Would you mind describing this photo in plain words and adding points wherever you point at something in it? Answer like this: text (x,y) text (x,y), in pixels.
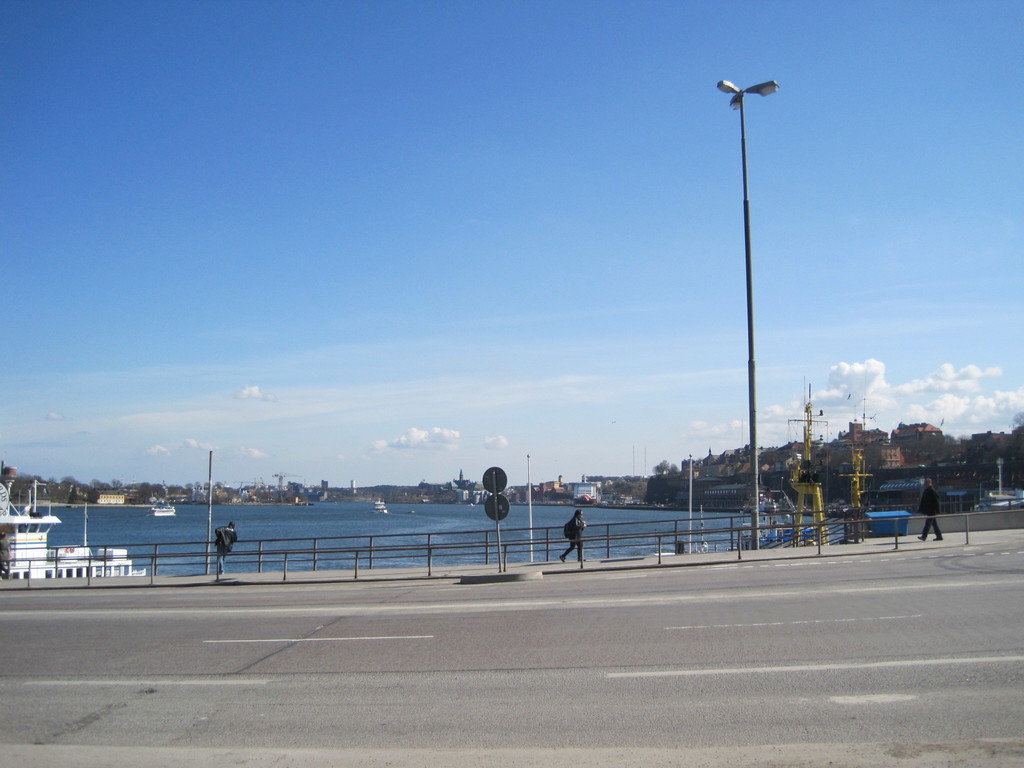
In this picture, we can see road (970,572), poles (751,381), a few people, sign boards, fencing (419,534), boats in water (415,517), buildings (103,497), and we can see trees (847,456), and the sky (841,429) with clouds (876,417).
